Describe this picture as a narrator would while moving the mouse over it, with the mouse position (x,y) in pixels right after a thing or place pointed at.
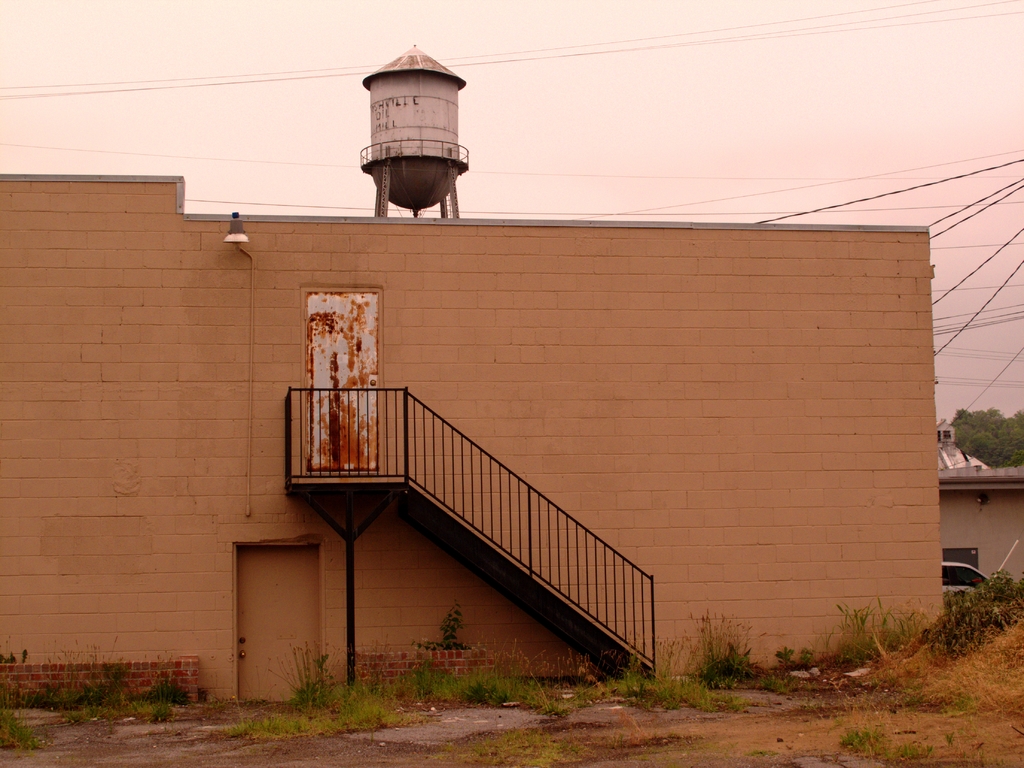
In this image I can see the ground (727,755), some grass (364,700) which is green in color on the ground (427,718), a building (673,504) which is brown in color, the railing (407,425), the door (355,406) and a water tank (415,96) on the building (671,378). In the background (1009,244) I can see few wires (982,265), few trees (983,435) and the sky (529,95).
